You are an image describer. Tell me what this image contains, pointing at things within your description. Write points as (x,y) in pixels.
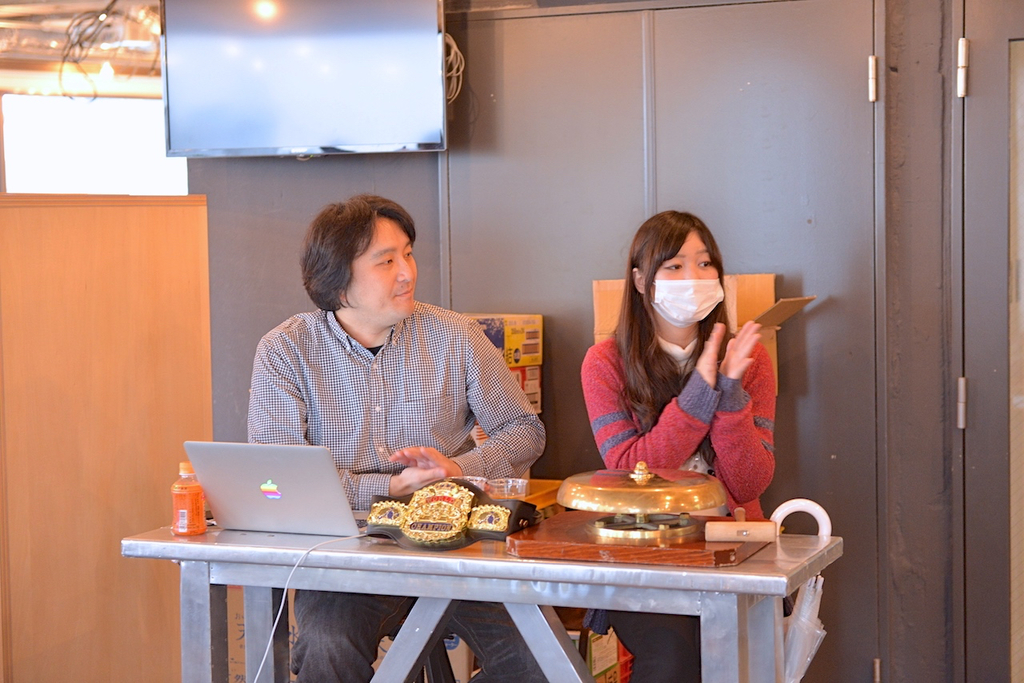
In this image I can see a man (521,450) and a woman (749,472) are sitting on chairs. Here on this table (180,538) I can see a laptop (228,508) and a bottle (185,526). In the background (375,145) I can see a television (205,60).
